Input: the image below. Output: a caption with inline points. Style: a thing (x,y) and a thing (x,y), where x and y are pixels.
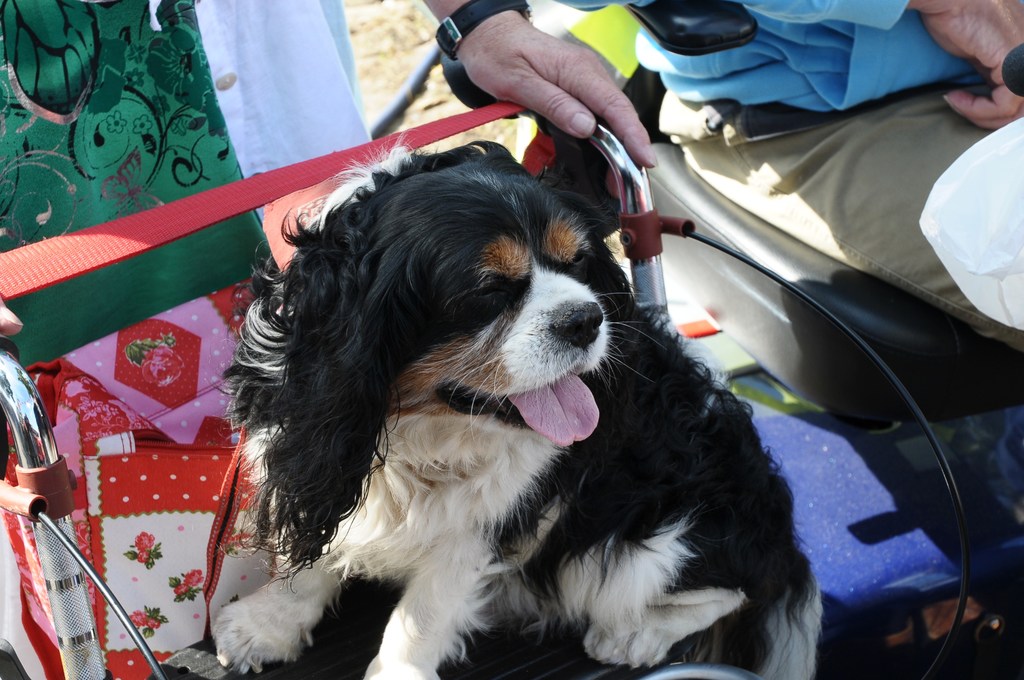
In this picture we can see a dog (276,501) is sitting on a chair (713,241) and on the chair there are some items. On the right side of the dog (478,396) there is a person (778,209) sitting on another chair (712,255).
